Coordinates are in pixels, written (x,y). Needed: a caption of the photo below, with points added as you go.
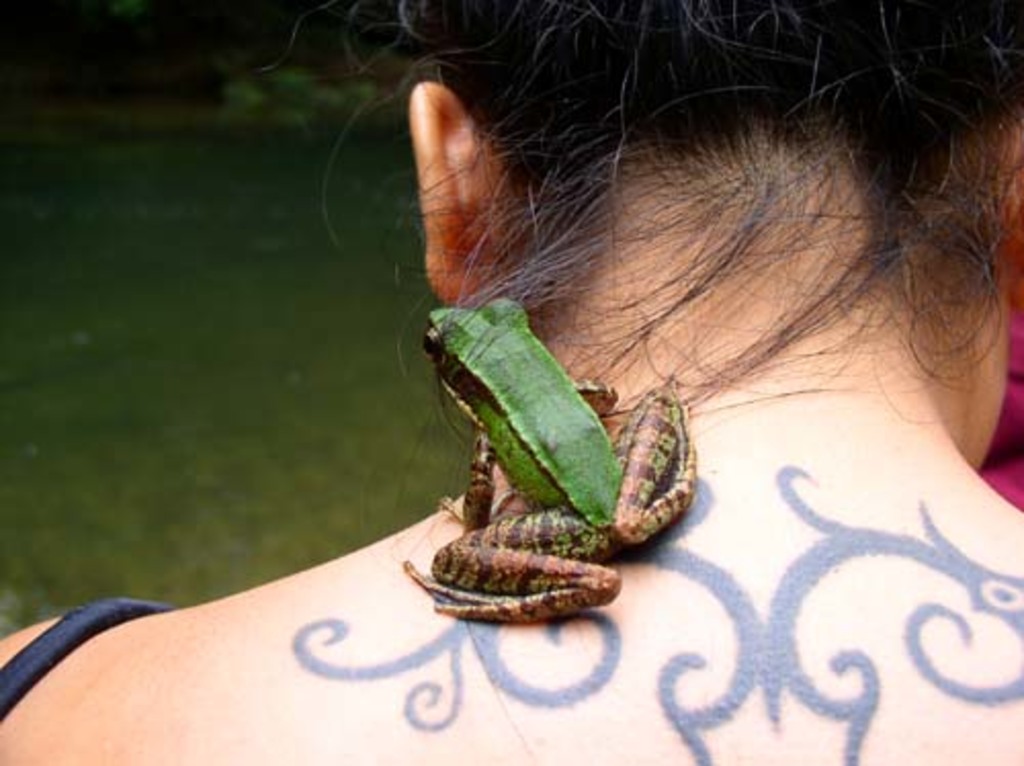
In this image we can see the frog (514,527) and a tattoo (543,700) on the woman's neck (624,610). In the background (294,379) we can see the water (279,335).
